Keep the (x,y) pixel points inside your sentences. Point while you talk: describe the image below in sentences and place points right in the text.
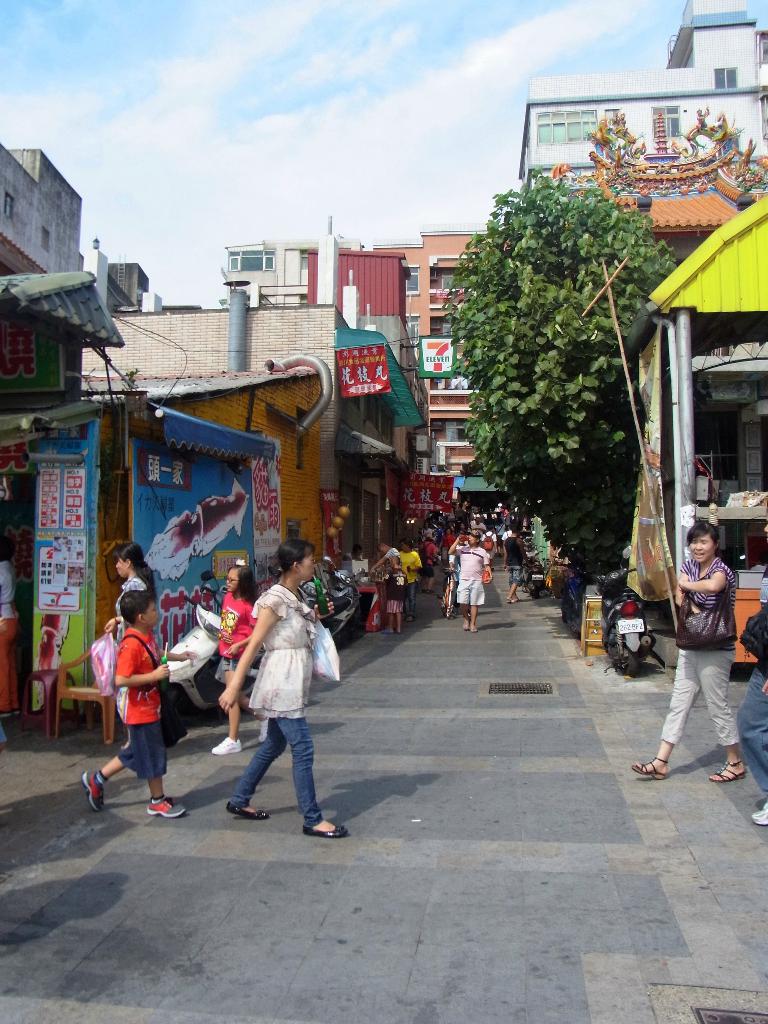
In the middle of the image (263,638) few people (704,593) are standing and walking. Behind them there are some motorcycles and buildings (203,330) and trees (553,199). At the top of the image (71,150) there are some clouds (387,147) and sky (512,94).
